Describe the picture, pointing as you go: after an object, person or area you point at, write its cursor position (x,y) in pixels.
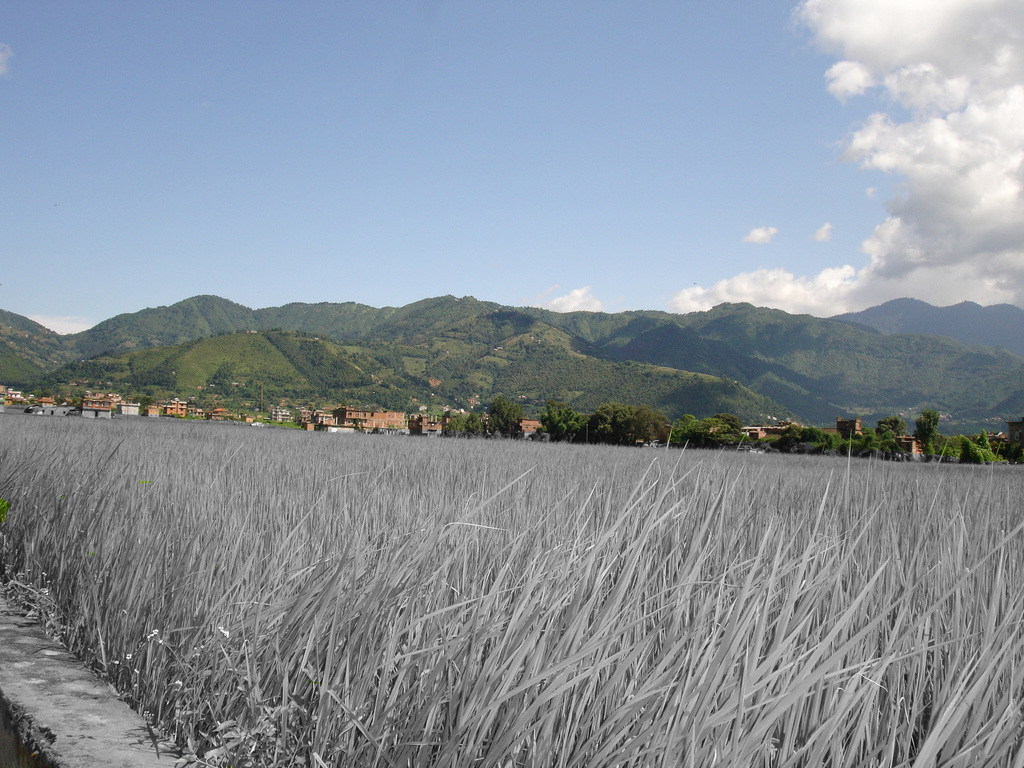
In the center of the image (592,398) we can see a buildings (397,421), trees (706,427) and mountains (521,339) are present. At the bottom of the image (577,687) grass (592,684) is there. At the top of the image (817,194) clouds (909,150) are present in the sky (925,152).
